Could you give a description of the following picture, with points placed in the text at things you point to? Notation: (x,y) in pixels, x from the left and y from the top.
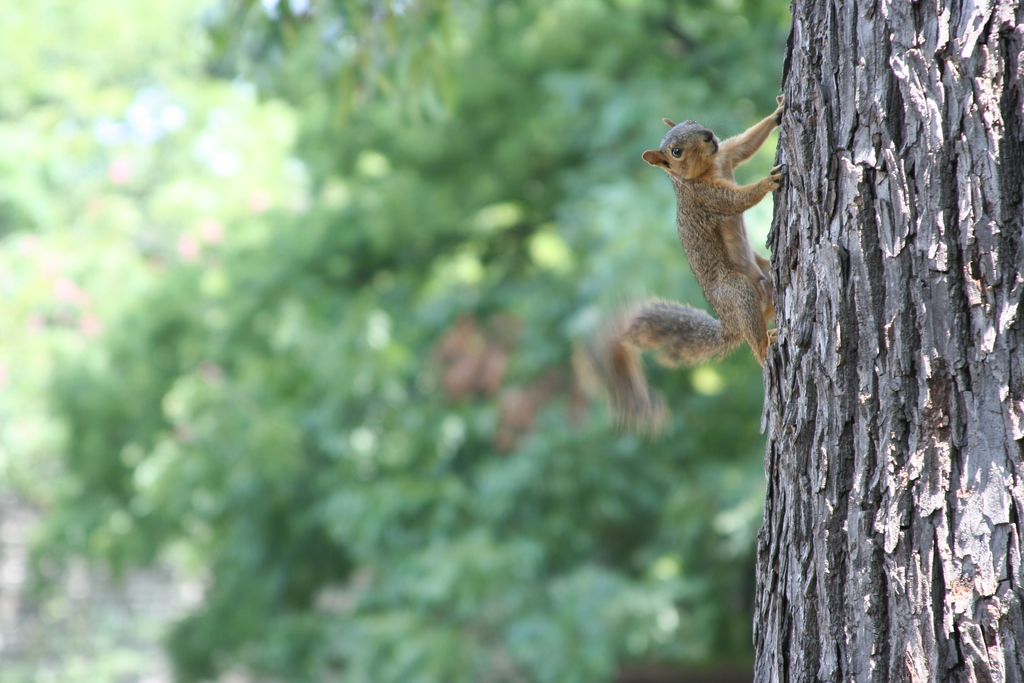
In this image I can see the squirrel (718,285) on the trunk (868,290) of the tree (793,305). The squirrel (753,280) is in brown color. In the background (321,206) there are many trees (242,343) but it is blurry.
